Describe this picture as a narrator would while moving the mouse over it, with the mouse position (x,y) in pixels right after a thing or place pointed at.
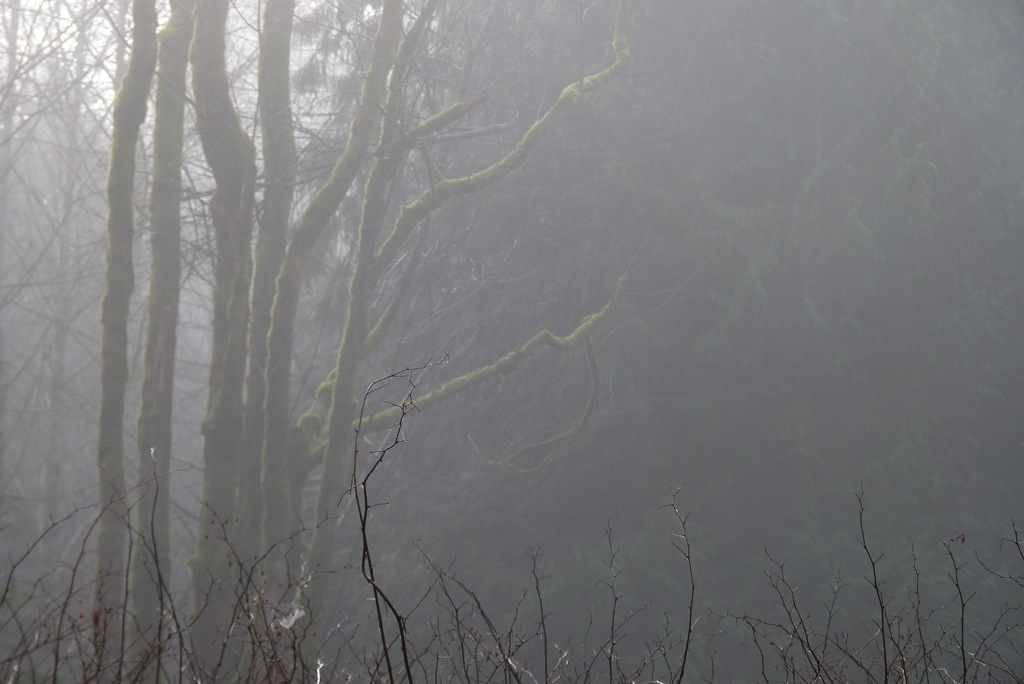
In this picture we can see fog (329,613), trees (225,566) and plants (667,652).
